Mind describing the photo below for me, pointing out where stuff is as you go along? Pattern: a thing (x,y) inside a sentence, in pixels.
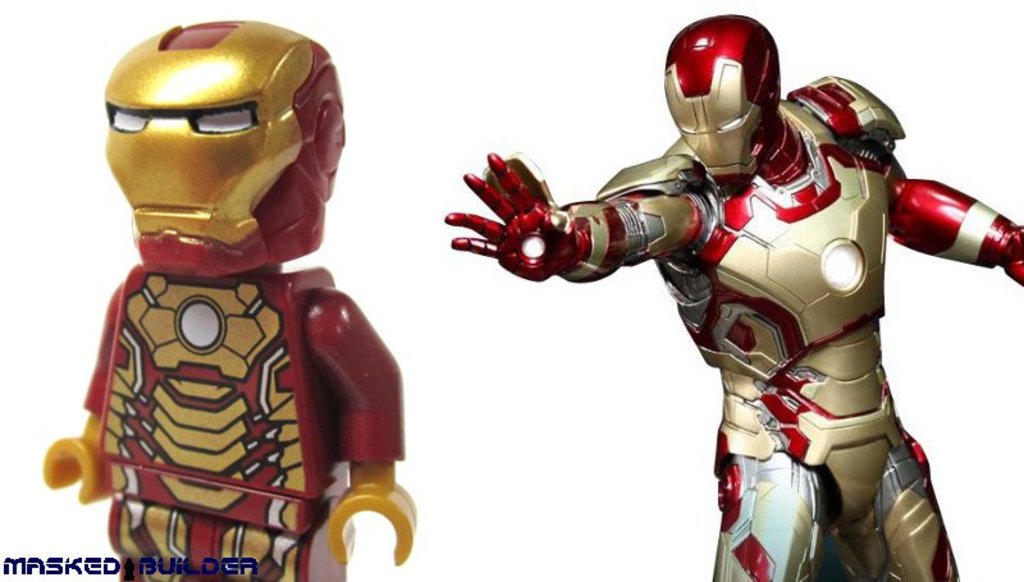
In the image there are two toys (307,255), both the toys (609,233) belongs to a same category.
